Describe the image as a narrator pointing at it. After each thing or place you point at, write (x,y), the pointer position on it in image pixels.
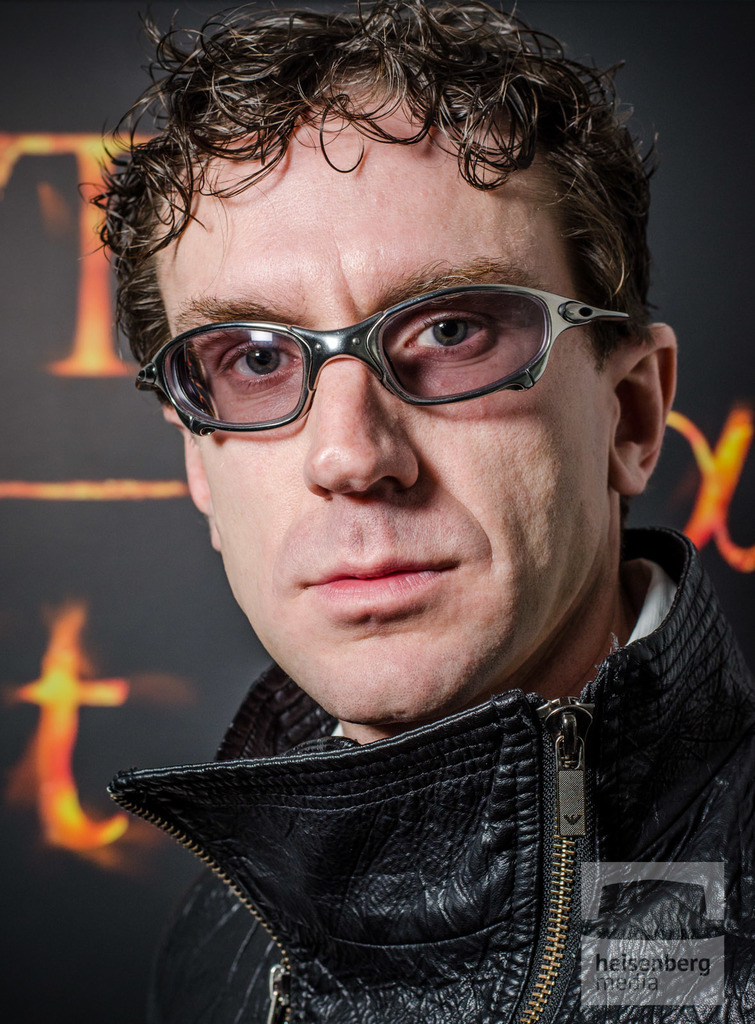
In this image we can see a man (330,535) wearing spectacles (309,357).
